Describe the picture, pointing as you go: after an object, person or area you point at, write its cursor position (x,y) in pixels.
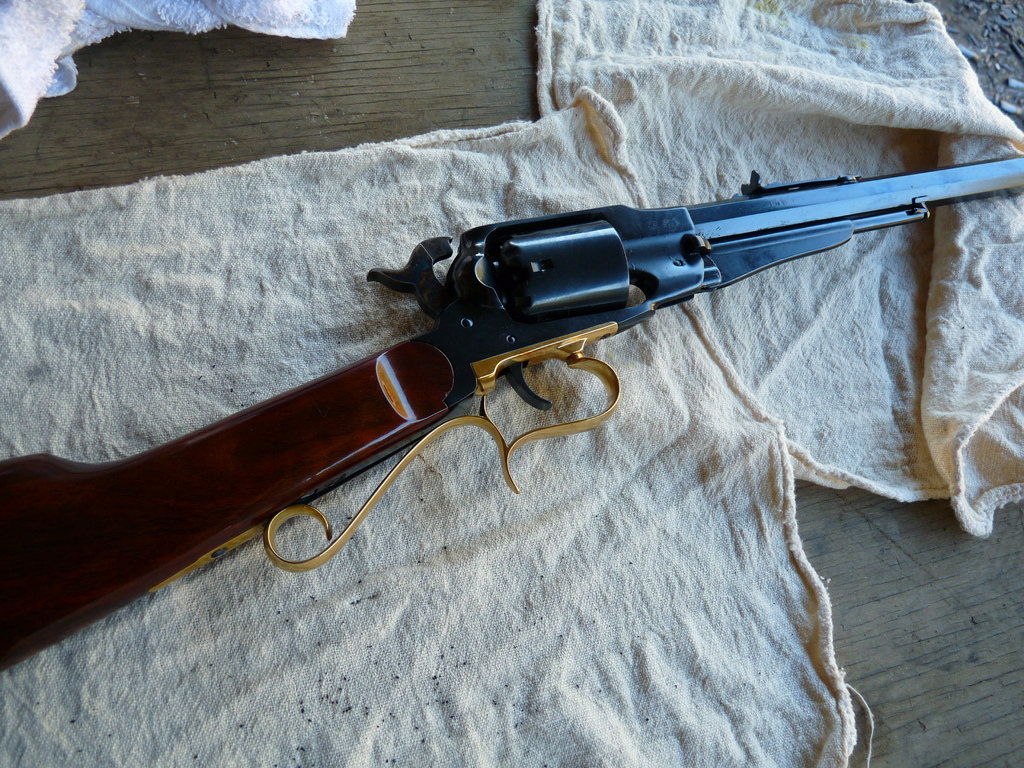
In the picture I can see a gun (608,379) and clothes (802,371) on a wooden surface (319,103).
